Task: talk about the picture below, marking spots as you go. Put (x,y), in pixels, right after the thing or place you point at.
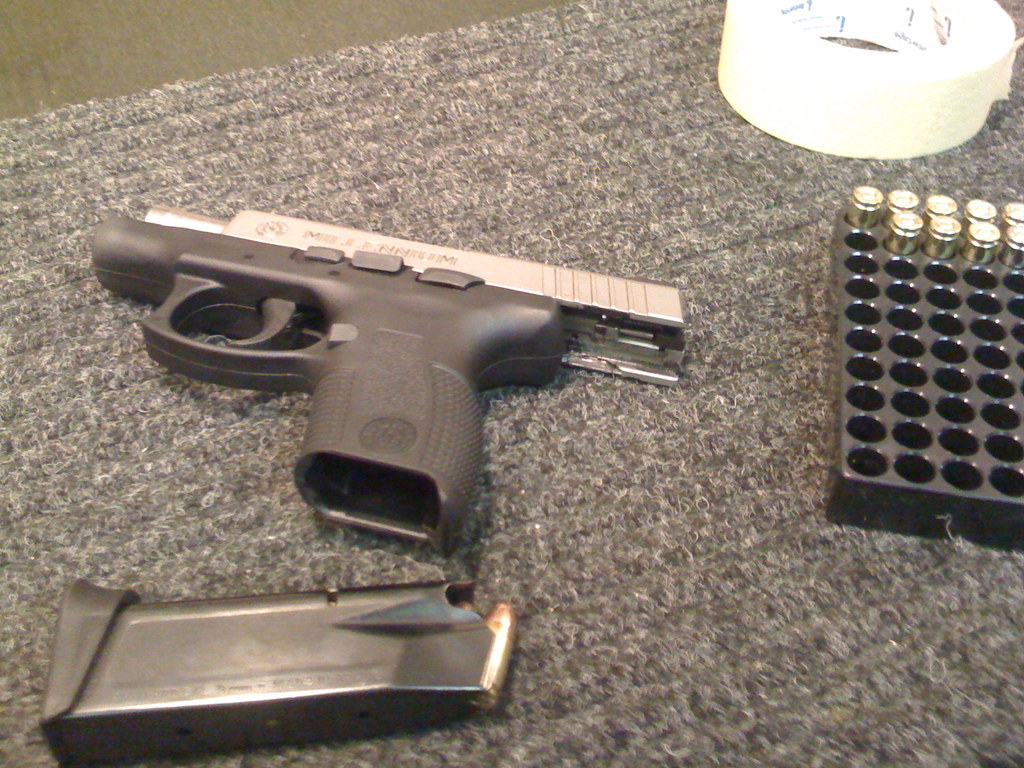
In this picture there is a gun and there is a plaster (907,19) and there are bullets (907,189). At the bottom (997,631) there is a grey color cloth (707,241).
